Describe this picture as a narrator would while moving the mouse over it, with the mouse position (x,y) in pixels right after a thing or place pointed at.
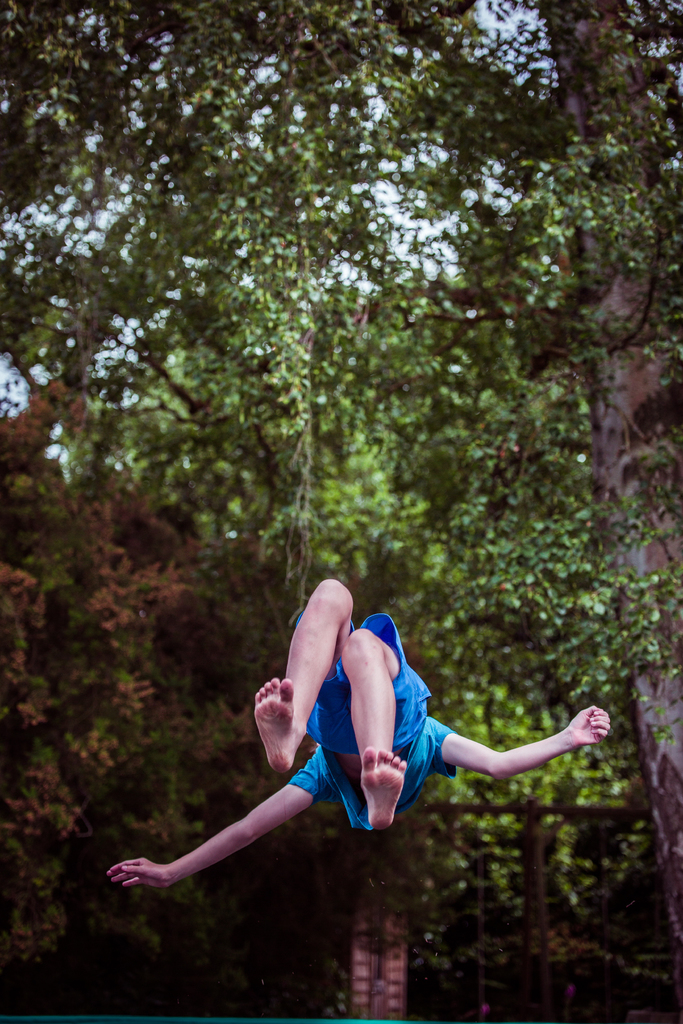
In the picture we can see a person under the person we can see the trampoline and behind it we can see the trees (507,875).
